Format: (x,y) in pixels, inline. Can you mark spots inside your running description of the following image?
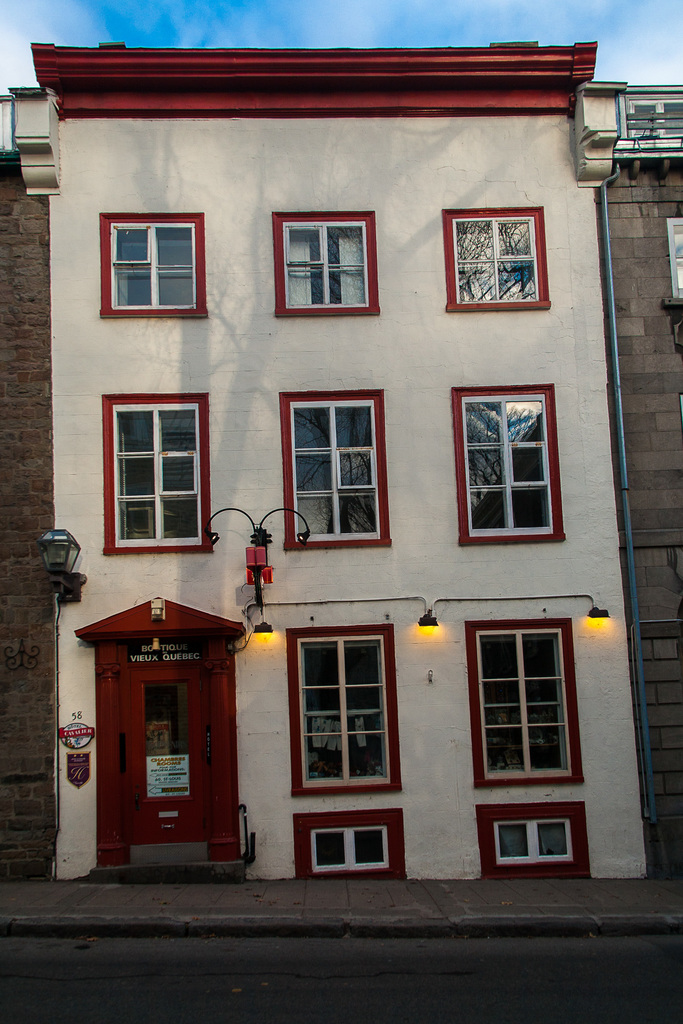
In this image there is a building (261,508), walls (204,323), windows (183,294), door (201,802), lights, sky (422,26) and objects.
